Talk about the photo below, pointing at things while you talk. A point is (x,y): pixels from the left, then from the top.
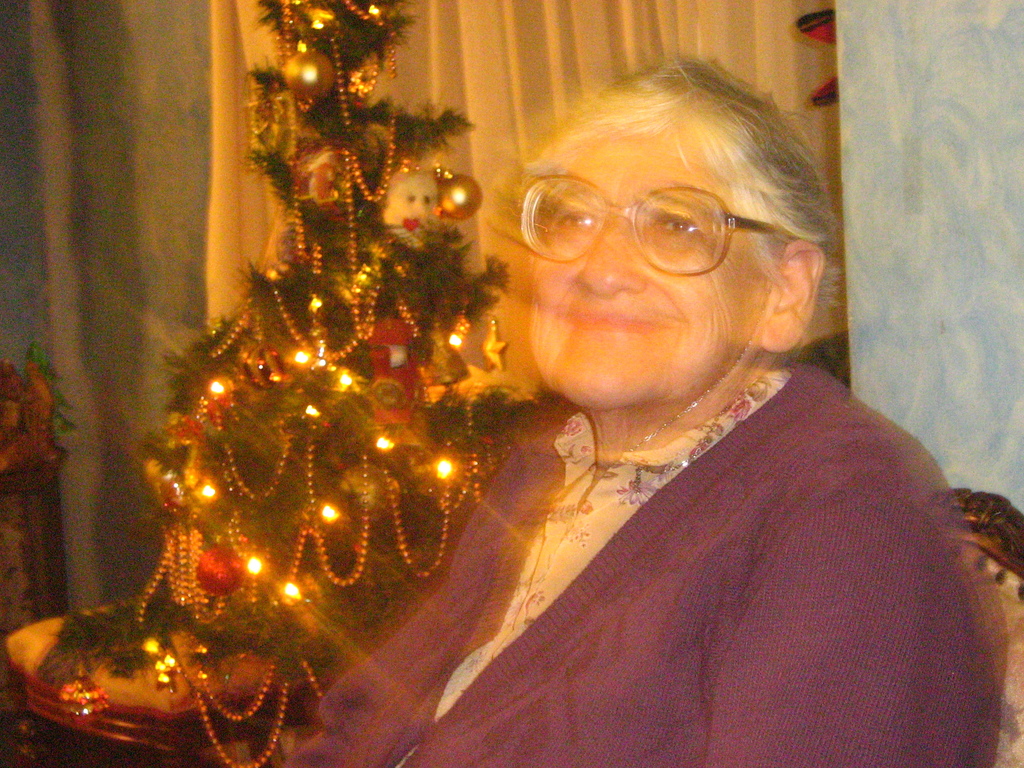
In this image we can see a woman (733,445) wearing the glasses (584,239) and sitting and also smiling. In the background (542,26) we can see the curtain (632,63), wall (869,70), chair (1015,730) and also the Christmas tree (460,378) with lights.
